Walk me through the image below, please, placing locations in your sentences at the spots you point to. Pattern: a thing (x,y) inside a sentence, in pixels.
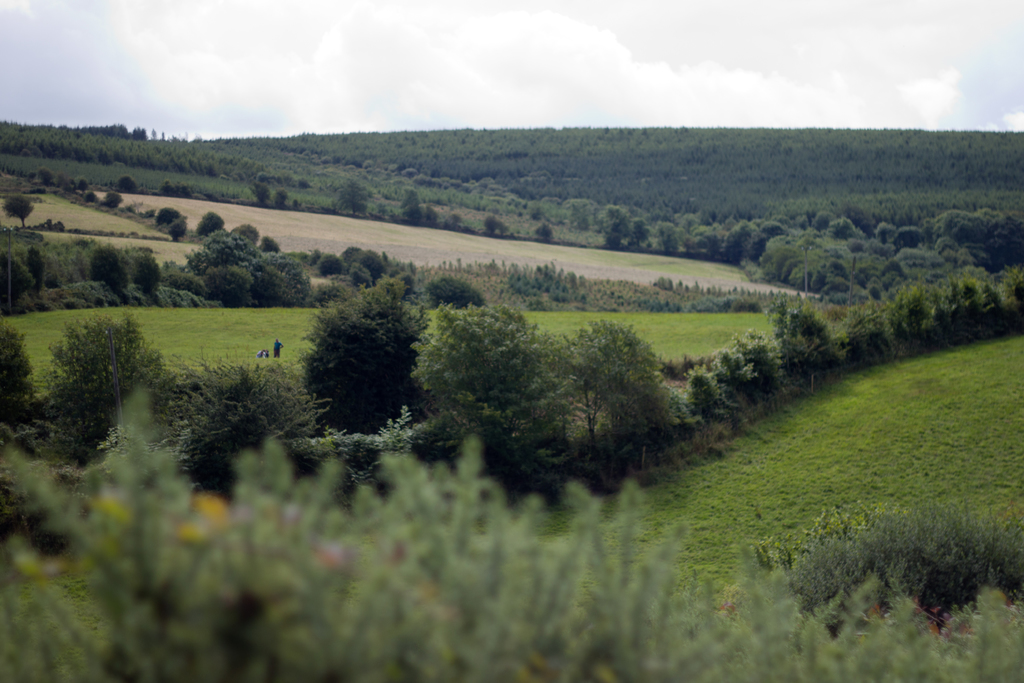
There is a field (291,357) in the foreground area of the image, it seems like a person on the left side (279,342). There are mountains (340,159) and sky (343,61) in the background area (617,164).
